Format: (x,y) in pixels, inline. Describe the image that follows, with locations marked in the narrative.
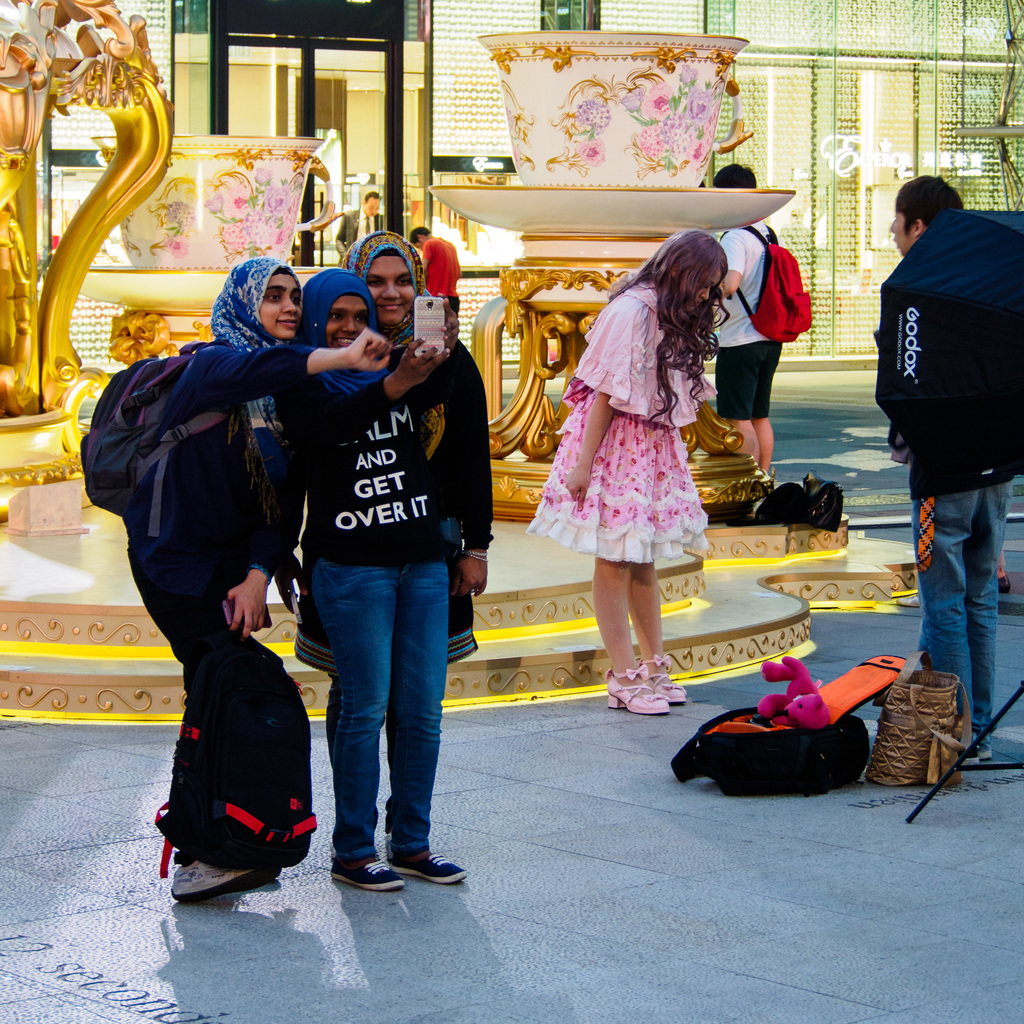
In this image we can see some persons (678,487) standing near the image (251,171) of coffee cups (300,166) and there are some persons (314,402) taking selfie and there are some persons (693,388) standing and at the background of the image (242,31) there is glass door (277,52).
